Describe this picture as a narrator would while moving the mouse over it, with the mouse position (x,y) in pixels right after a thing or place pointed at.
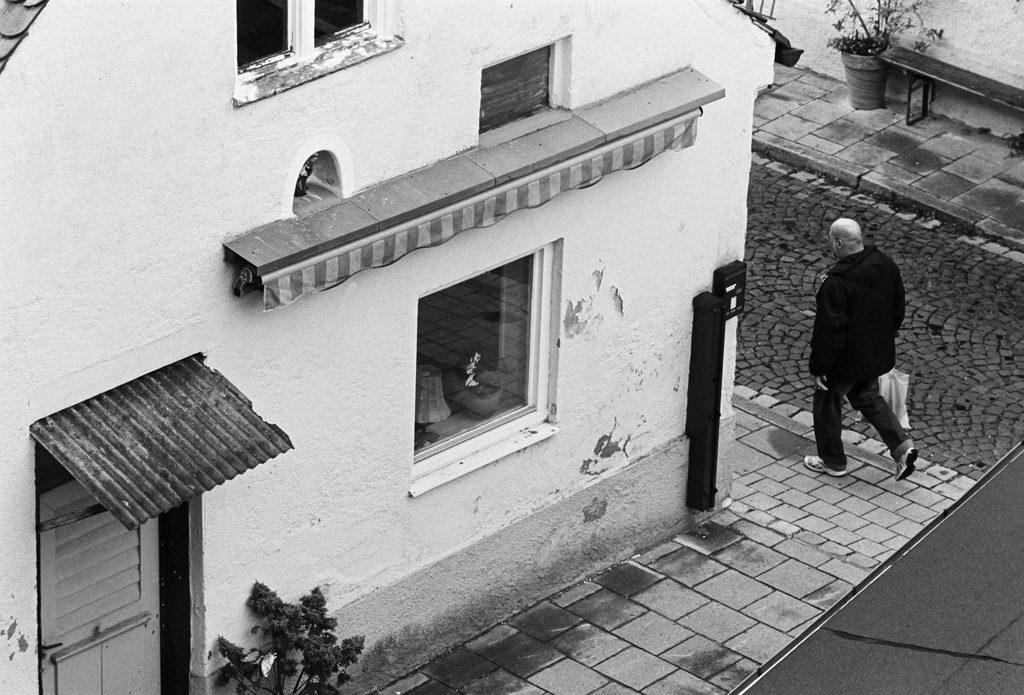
In this image there is a man (841,448) walking, he is holding an object (886,394), there is a house (344,334) towards the left of the image (314,185), there are windows (484,350), there is a ventilator (505,91), there is a door (82,589), there is a flower pot (874,77), there are plants (890,29), there is a bench (968,85) towards the right of the image (988,93), there is road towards the bottom of the image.
